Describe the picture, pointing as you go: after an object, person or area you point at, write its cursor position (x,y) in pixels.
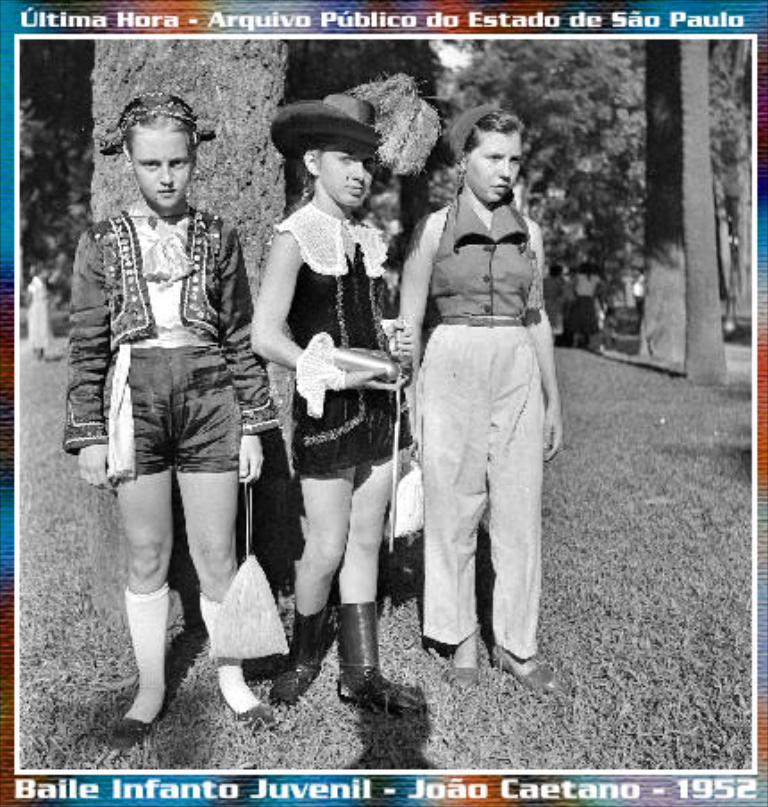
In this image I can see the black and white picture. In the picture I can see three people (198,375) standing and wearing the dresses (200,317). I can see one person (352,151) with the hat (398,95). In the background (250,145) I can see few more people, trees (424,69) and the sky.
